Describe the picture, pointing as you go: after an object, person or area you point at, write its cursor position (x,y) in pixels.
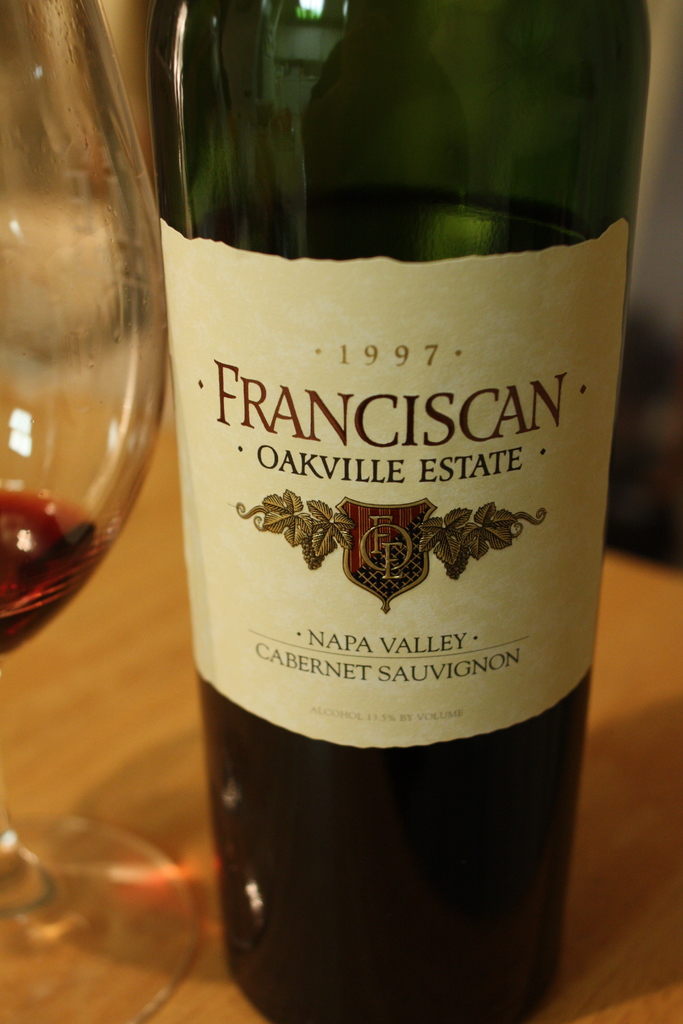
In this image I can see a bottle (506,920) and a glass (8,334) on the table (161,736).
